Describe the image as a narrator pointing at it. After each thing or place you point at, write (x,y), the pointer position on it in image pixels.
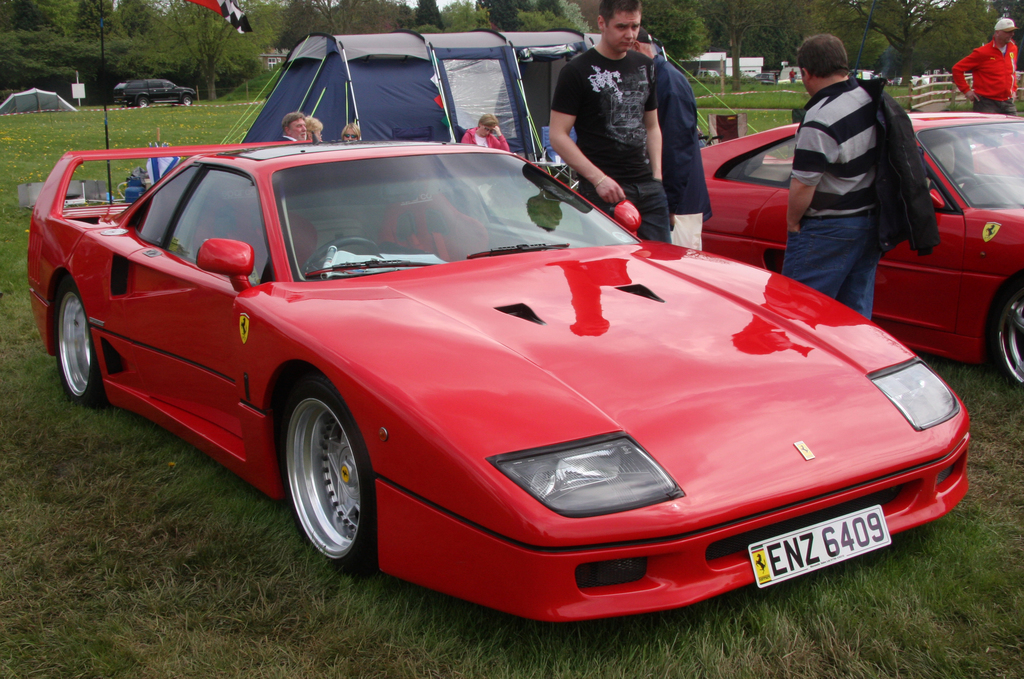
In the image there are two red cars (736,273) on the grassland (1022,651) and few men (600,44) standing on either side of it and in the back (448,65) there is a tent (522,84) with few people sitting in front of it, over the background (933,22) there are trees (152,46).
